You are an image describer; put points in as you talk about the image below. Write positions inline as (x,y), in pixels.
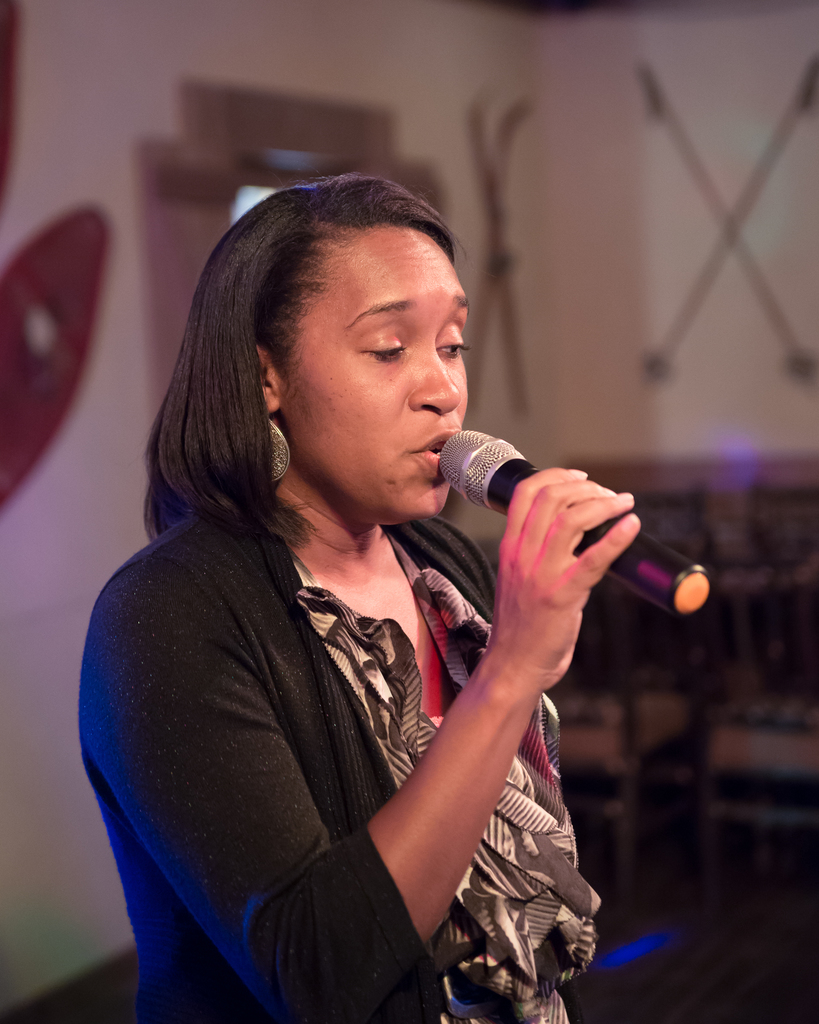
In this image there is a lady person (269,712) wearing black color dress (314,794) holding microphone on her right hand (537,579).
